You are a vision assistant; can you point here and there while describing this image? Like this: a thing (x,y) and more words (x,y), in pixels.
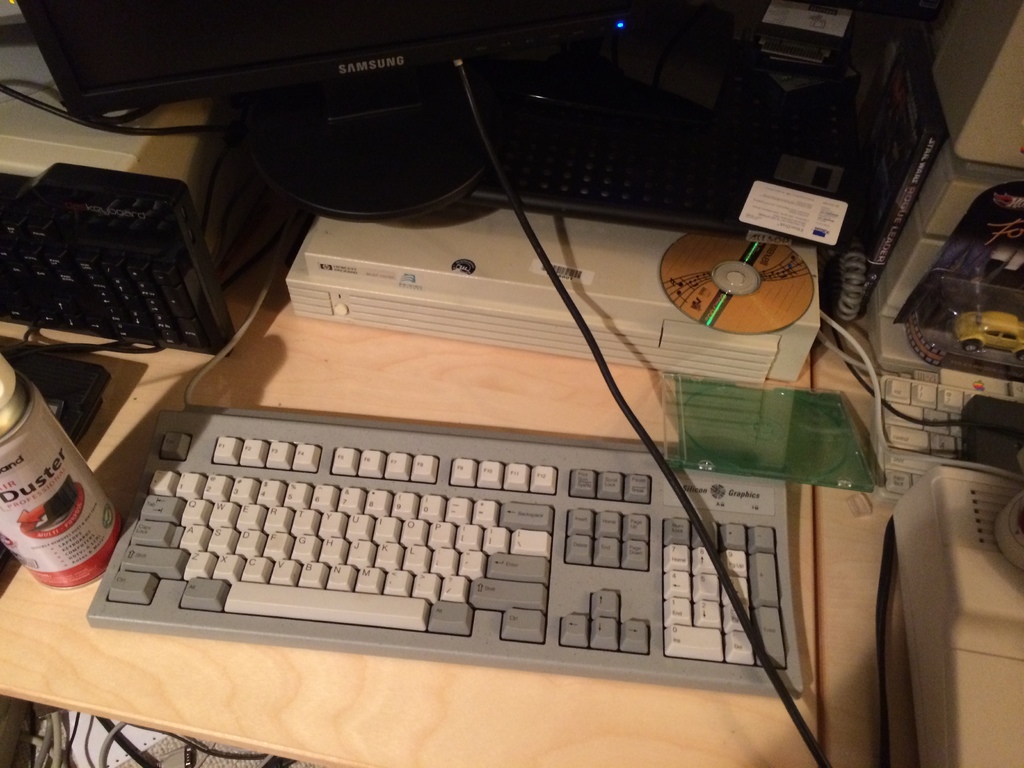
In the center of the image (426,413) a table (479,389) is there. On the table (397,382) we can see a keyboard (589,499), LCD (394,63), screen (343,57), box (898,167), toy car (971,326), machine (965,607), a bottle (40,455) and some objects (806,200) are there. At the bottom left corner (117,735) we can see some wires (71,754) are there.
